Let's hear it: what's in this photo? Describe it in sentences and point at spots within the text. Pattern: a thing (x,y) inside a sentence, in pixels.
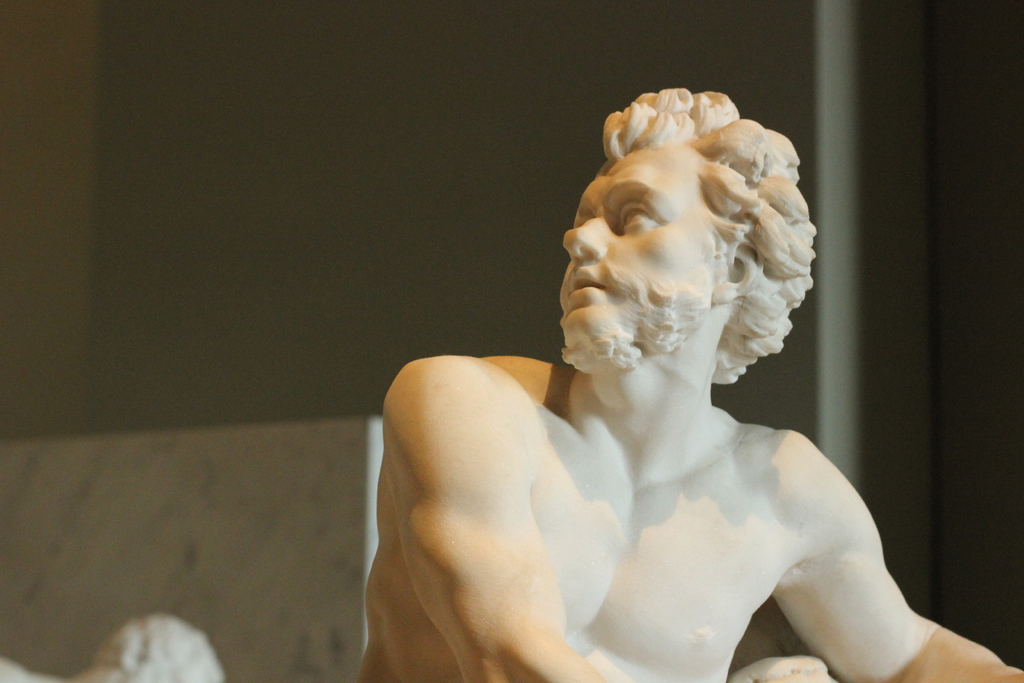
There is a statue of a man (473,535). In the back (216,479) there's a wall (253,339).
